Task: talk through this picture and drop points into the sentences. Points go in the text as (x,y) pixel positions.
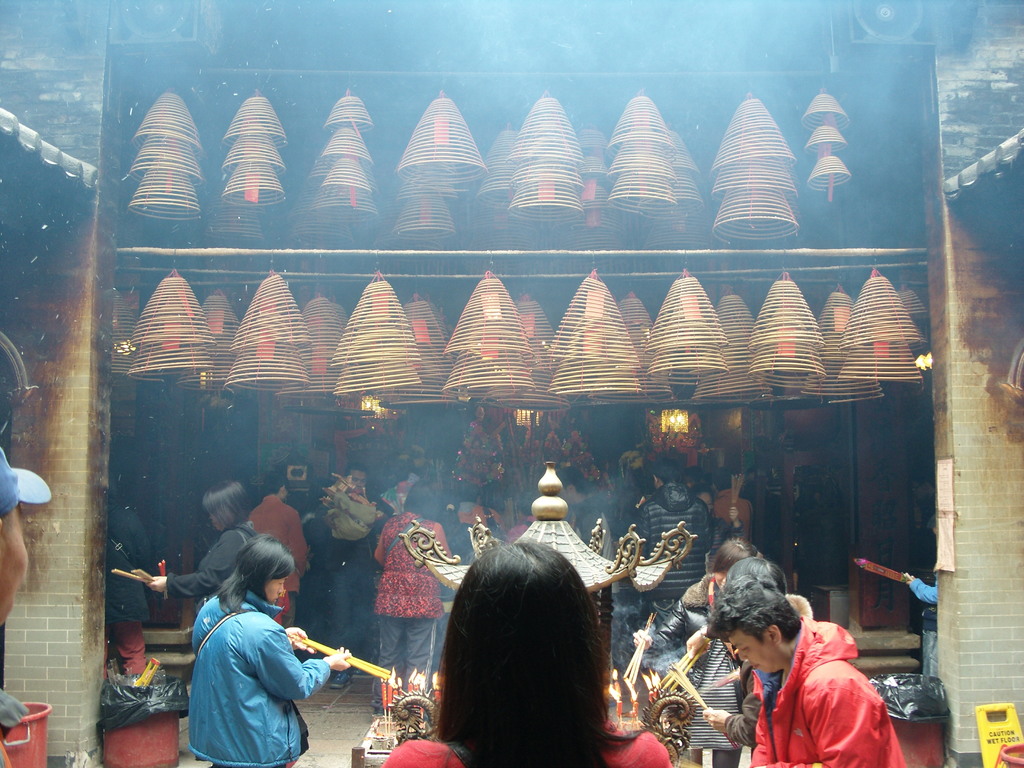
In this image there are people (737,687) standing and holding incense sticks (316,643) in their hands (300,643). In the center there is a sculpture (622,577). There are candles (400,690) around the sculpture (605,668). There are people (319,660) lighting the incense sticks (373,670). On the either sides of the image there are pillars (985,349). There are dustbins (913,673) near to the pillars (82,715). At the top (540,177) there are incense coils (451,169) hanging to the rod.
